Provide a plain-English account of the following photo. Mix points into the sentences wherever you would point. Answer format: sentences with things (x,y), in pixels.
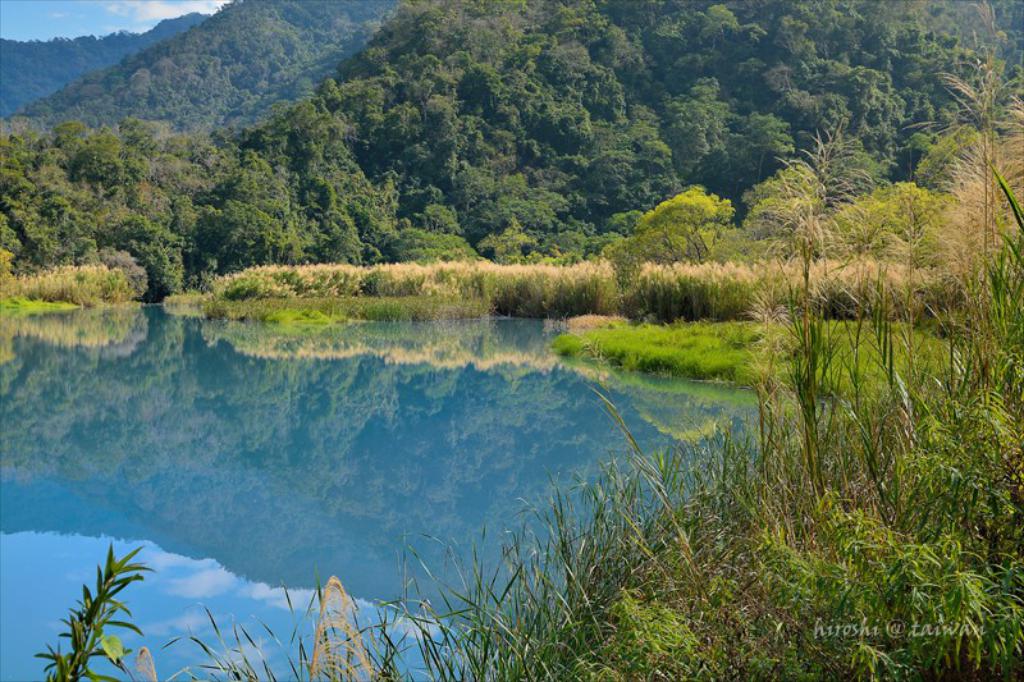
This is an outside view. On the left side (235,459) there is a lake (187,511) and on the right side (916,487), I can see some plants (827,561) and grass (681,348) in green color. In the background (287,93) there are some trees (255,97) and hills (61,53). On the left top of the image (54,13) I can see the sky (83,15) and clouds (146,10).
